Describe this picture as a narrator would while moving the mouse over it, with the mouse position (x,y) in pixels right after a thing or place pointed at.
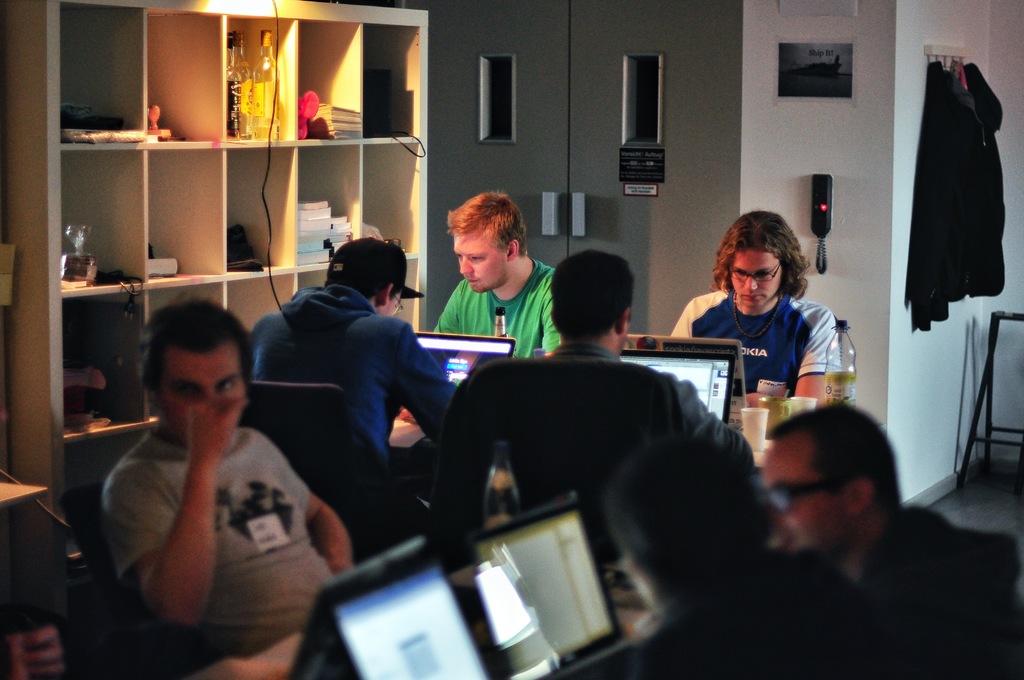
In this image there are a group of people (449,326) who are sitting and they are looking into laptops (468,368), and also there are some laptops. In the background (21,176) there are some cupboards (107,196), clothes (956,183), phone (814,188) and in the cupboards (134,234) we could see some books (344,118), bottles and some other objects (84,135). On the right side (943,182) there are some clothes (958,204) which are hanging and there is one stool (995,316).
